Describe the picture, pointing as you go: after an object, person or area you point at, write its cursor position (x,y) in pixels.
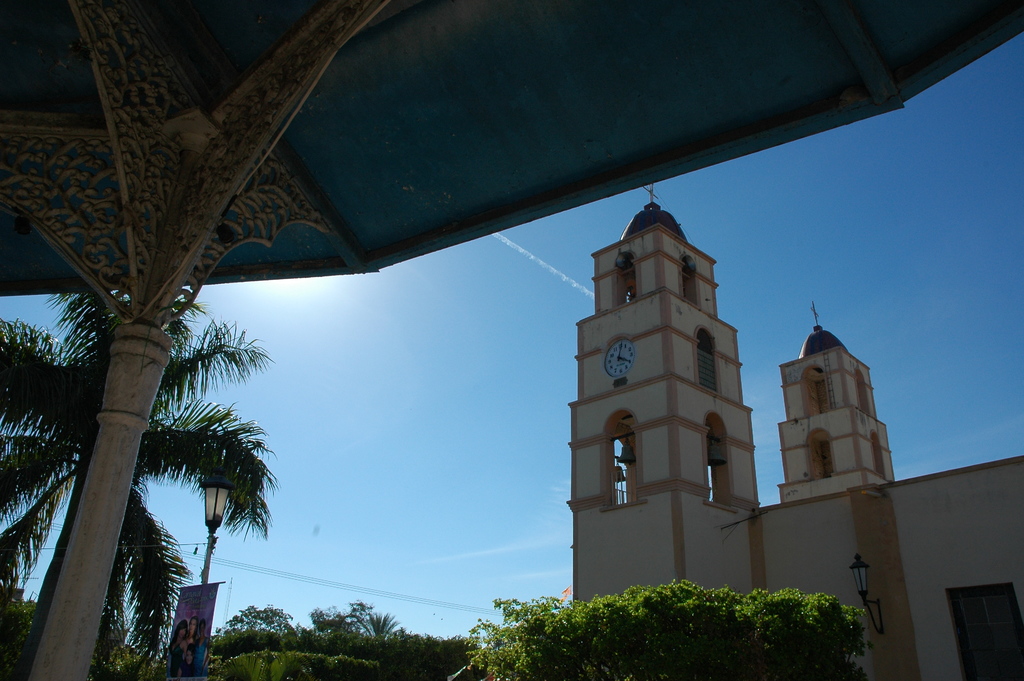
In this image we can see a tower (705,472) with a clock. We can also see a roof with a pole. On the backside (167,535) we can see some trees (153,549), wires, a street light (203,572) with a banner (214,589) and the sky (305,360) which looks clear.
